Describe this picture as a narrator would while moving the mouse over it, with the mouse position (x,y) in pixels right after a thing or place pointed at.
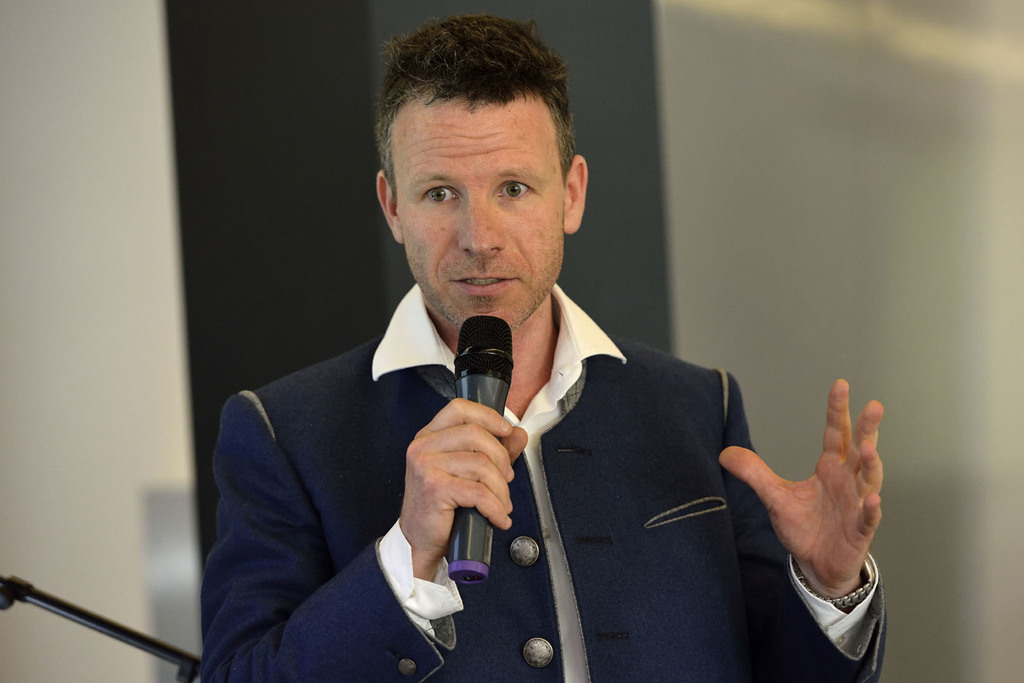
Here a man (394,457) is talking on the mic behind him there is a wall (65,278).
